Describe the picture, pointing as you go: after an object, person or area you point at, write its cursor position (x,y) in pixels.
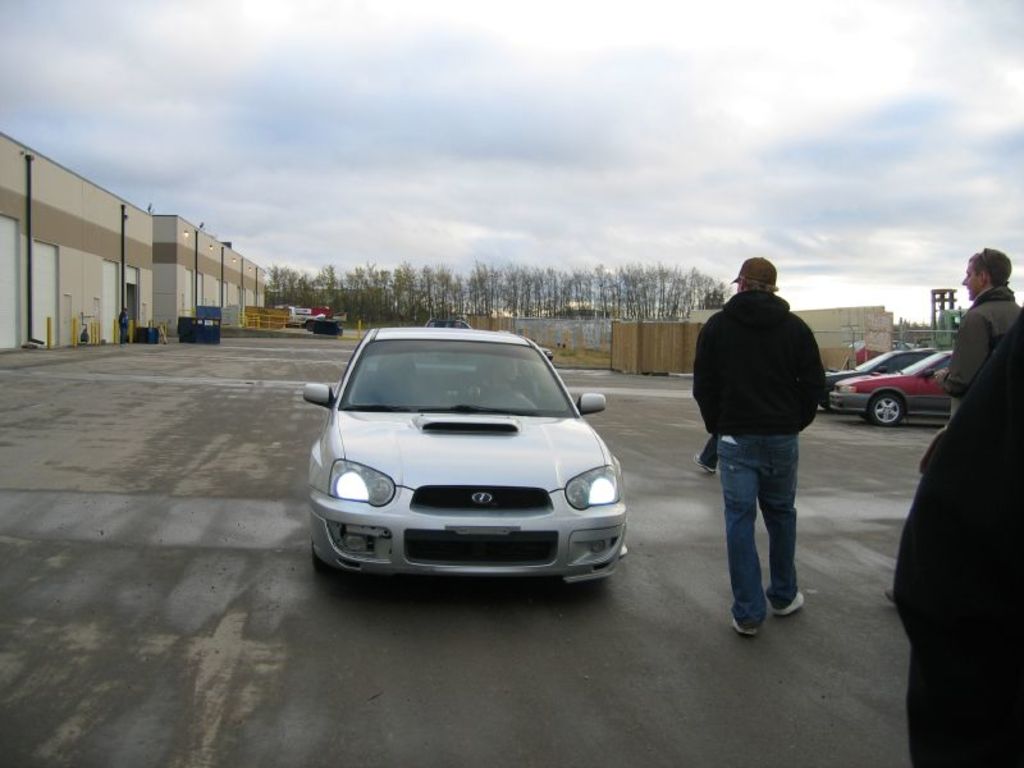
In the image we can see there are vehicles (854,389), this is a parking lot (669,437) and there are people (969,491) standing, wearing clothes (789,574), shoes (748,627) and cap (743,278). We can even see there are many trees (402,288) and cloudy sky (353,177). This is a building (95,241) and lights (184,234).
